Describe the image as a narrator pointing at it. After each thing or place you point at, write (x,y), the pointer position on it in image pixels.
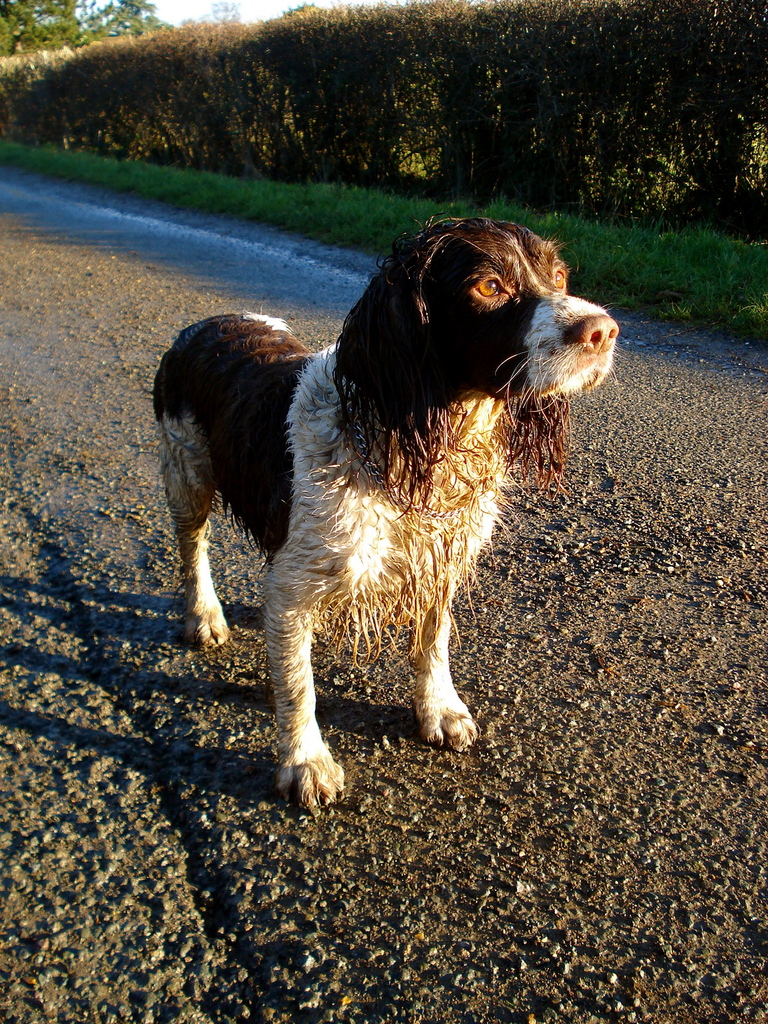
In the picture we can see a dog (424,610) standing on the path (494,1005) and the hair (312,443) of the dog (306,425) are wet and beside the dog (326,484) we can see the grass (137,178) and some plants (145,47) and on it we can see a part of the tree (30,43) and the sky (102,4).
